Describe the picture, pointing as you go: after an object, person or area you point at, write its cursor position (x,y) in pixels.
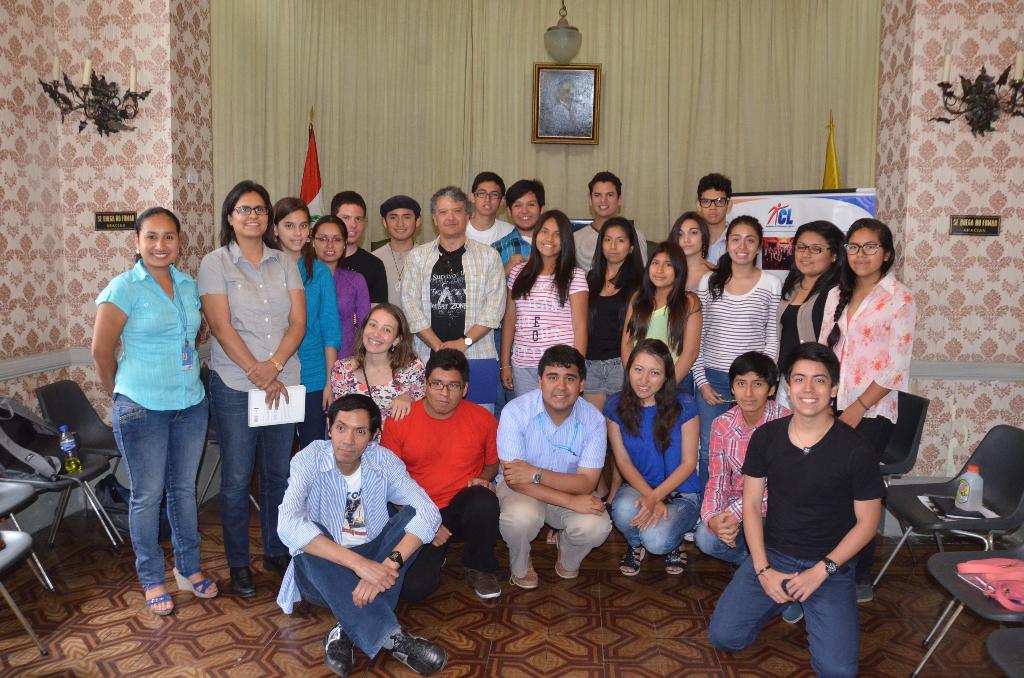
In this picture there are group of people (504,365) where few among them are sitting on their legs (679,500) and the remaining are standing behind them and there are some other objects (561,116) in the background (524,116).
